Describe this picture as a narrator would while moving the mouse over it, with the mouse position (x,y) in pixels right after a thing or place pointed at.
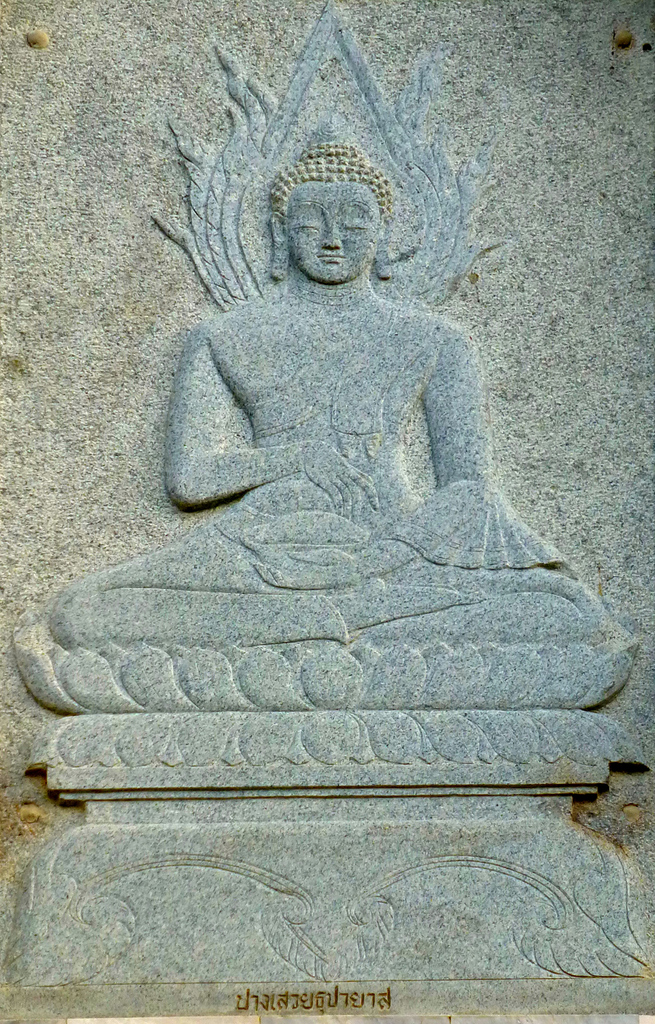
In this picture I can see the statue (395,343) of a person (297,442) on a granite stone (488,792). At the bottom (246,1000) there is something is written on the stone (264,1007).
